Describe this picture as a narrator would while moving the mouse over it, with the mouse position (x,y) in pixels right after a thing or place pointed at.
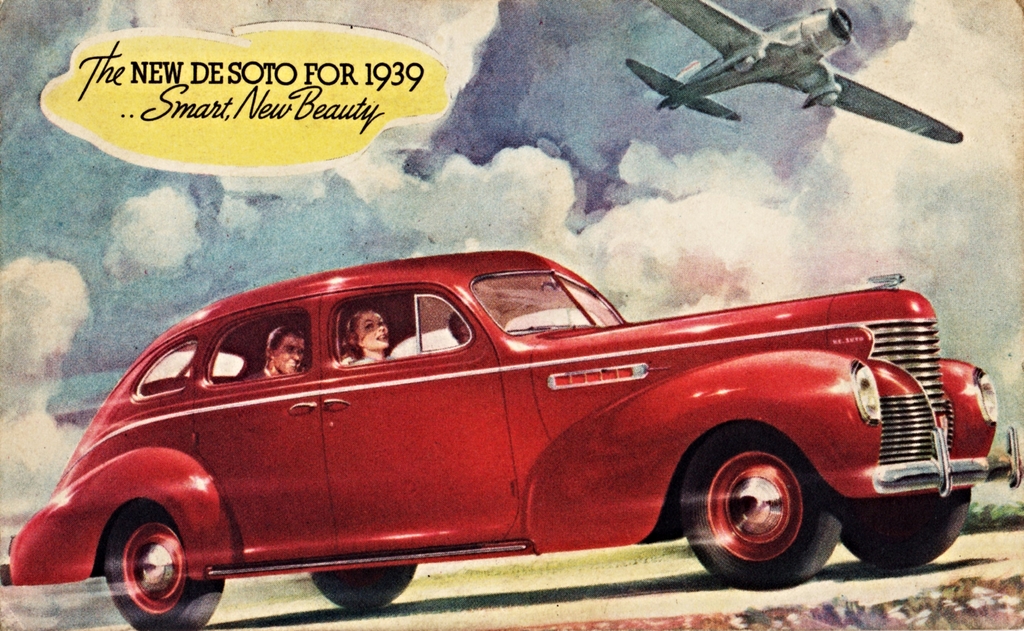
In this picture we can see a few people (373,340) in a car (508,414). There is a text (128,77) on the left side (159,77). We can see an aircraft (770,57) in the sky (622,132). Sky (602,124) is cloudy.
